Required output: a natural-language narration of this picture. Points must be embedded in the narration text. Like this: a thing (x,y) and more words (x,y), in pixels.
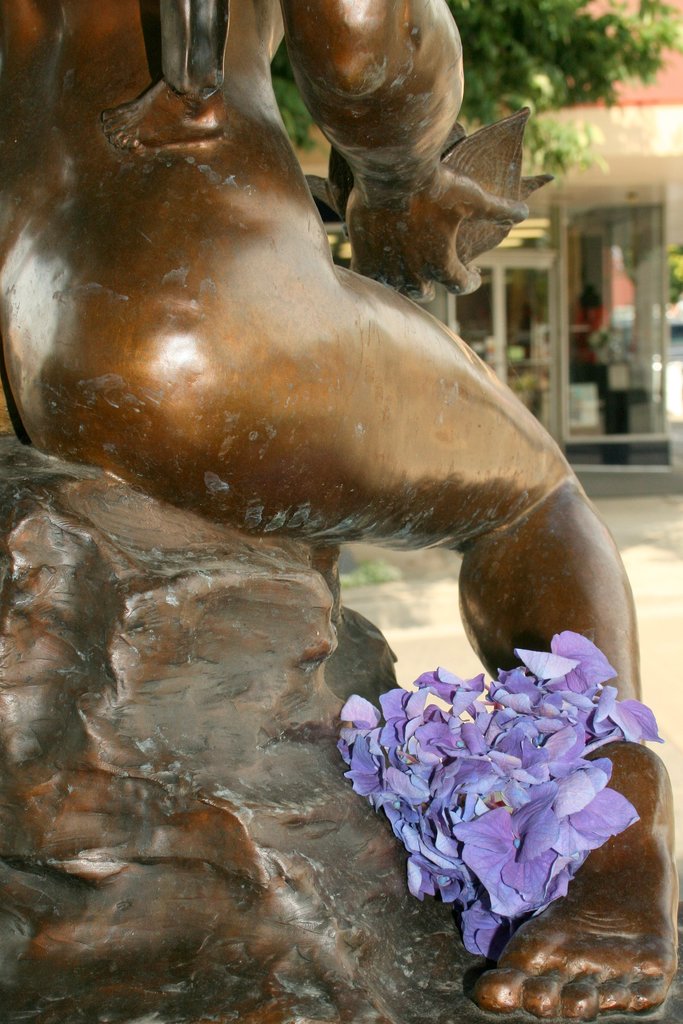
In this image we can see a sculpture (516,441) and also some flowers (447,723) on it, in front of the sculpture (497,507) we can see a building (564,294) with the glass door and the window (628,280) and also a tree (523,55).
